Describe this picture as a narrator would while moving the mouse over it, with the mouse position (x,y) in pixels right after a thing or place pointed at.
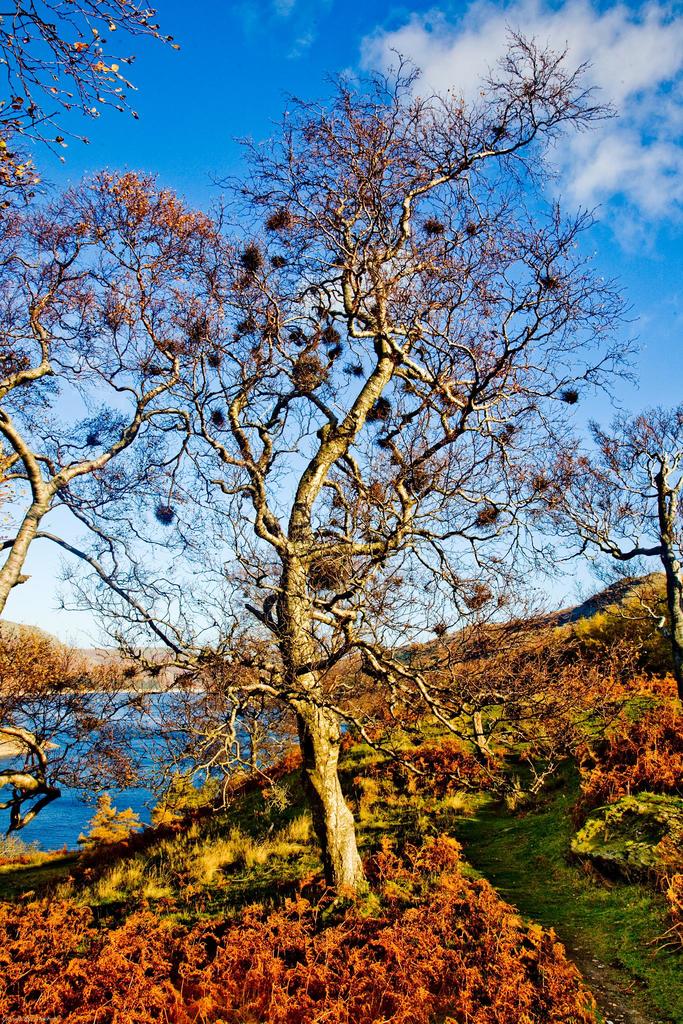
At the bottom of the image (660,972) there is grass (37,895) on the surface (346,783). There are plants (184,1009). There are trees (412,463). On the left side of the image (123,793) there is water (155,748). In the background of the image (162,162) there is sky (168,121).
